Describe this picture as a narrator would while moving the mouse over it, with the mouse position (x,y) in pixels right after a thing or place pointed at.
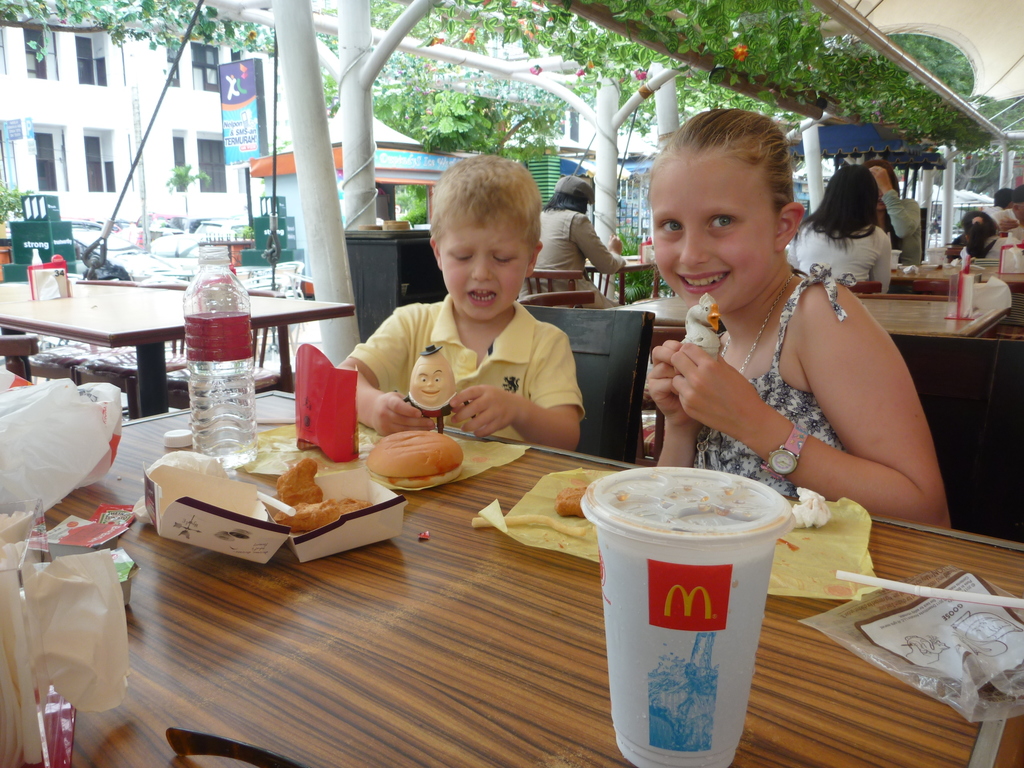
In the image there are kids (485,364) sat on chair (973,490) playing with toys (708,341) and there is food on table (768,751), it seems to be outdoor restaurant (842,86).
